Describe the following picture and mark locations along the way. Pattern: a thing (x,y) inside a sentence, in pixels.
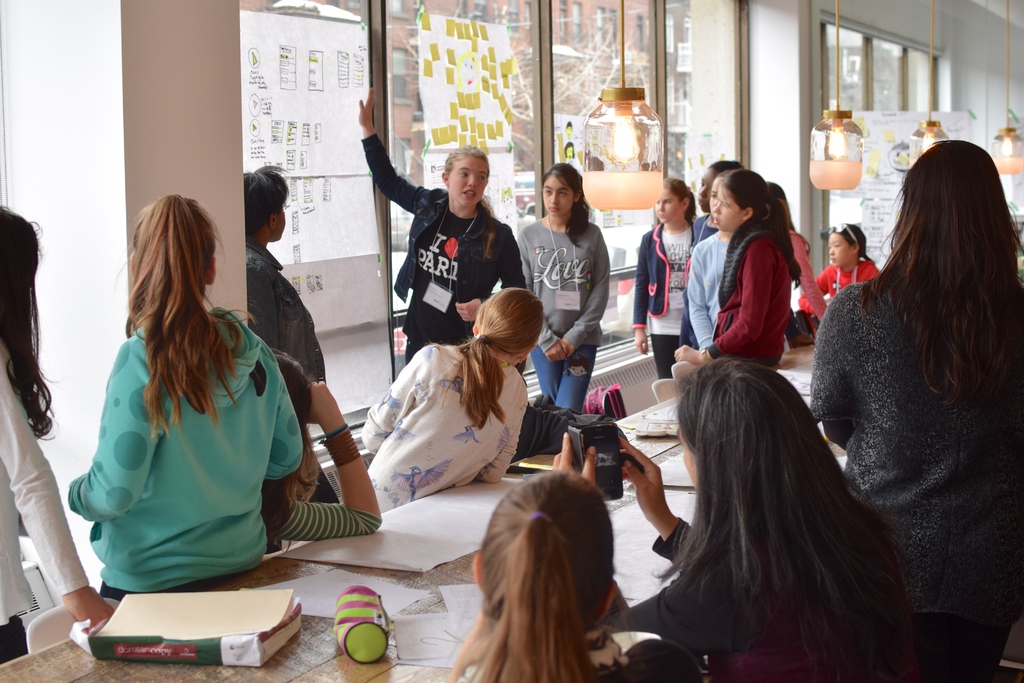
This picture is clicked inside the hall (654,563) and we can see the group of persons (568,583) and we can see a person (784,519) seems to be sitting on the chair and holding some object (607,472), we can see a book (239,628), pouch (365,648) and the papers (475,508) and some other objects (676,422) are placed on the top of the table (216,678) and we can see the lamps (643,131) hanging and we can see the group of persons (477,221) standing. In the background (554,6) we can see the windows (614,40) and through the windows (894,63) we can see the buildings (875,59) and some other objects (422,54) and we can see the bags (605,404), chairs (663,396) and some other objects (690,139).
